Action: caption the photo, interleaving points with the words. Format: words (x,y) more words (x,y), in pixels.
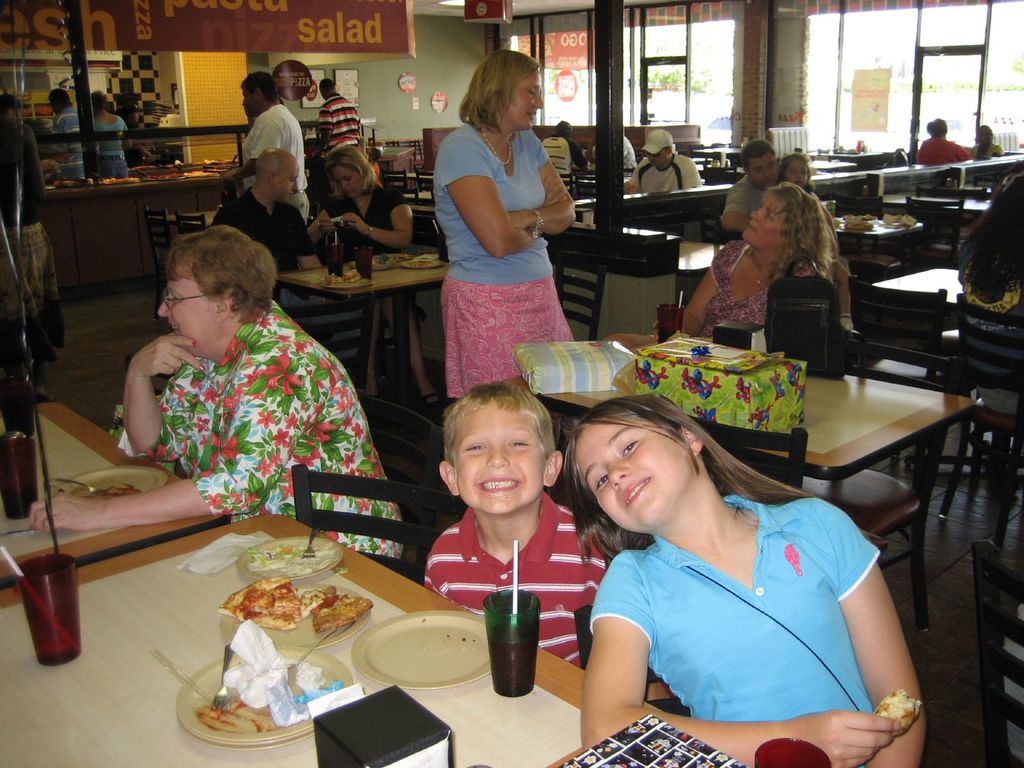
This is a picture taken in a restaurant (431,526), there are a group of people (277,227) sitting on chairs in front of these people (306,397) there is a table (226,582) on the table (223,595) there are gift boxes (664,379), glasses (50,598), plates (339,678), tissues (260,669), spoon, and food items (263,591). Behind the people (468,154) there is a wall (424,113), glass doors (723,116).
